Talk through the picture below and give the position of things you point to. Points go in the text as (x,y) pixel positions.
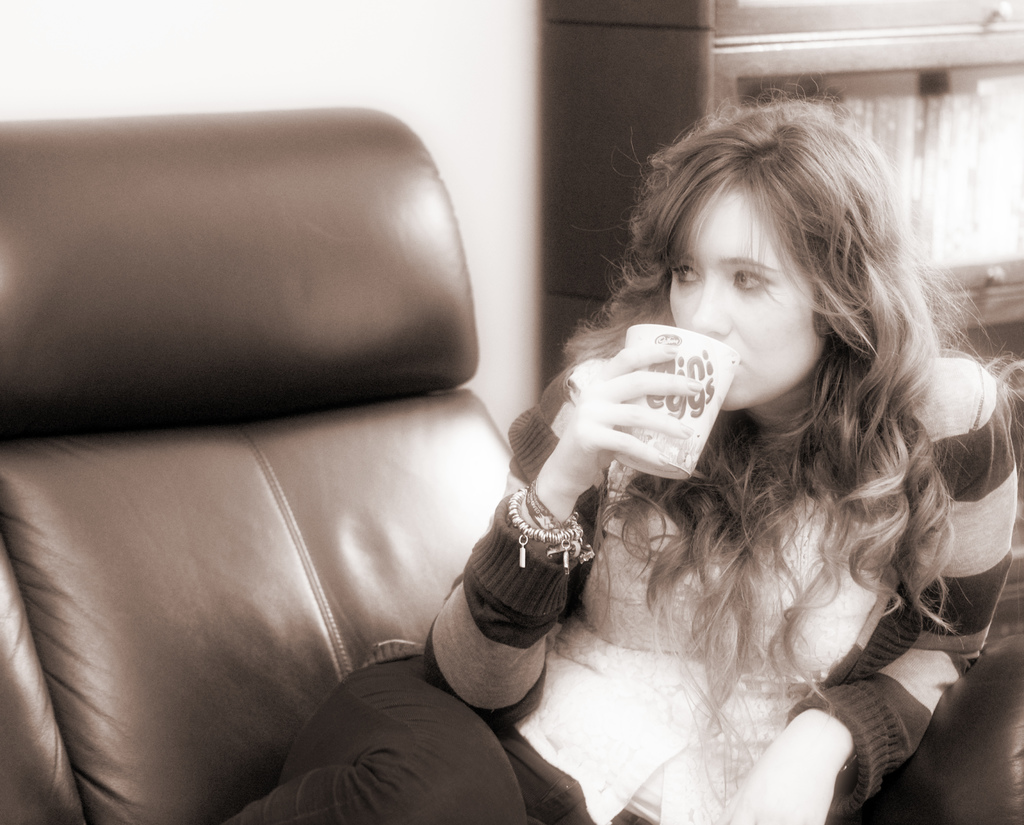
In the picture we can see a woman (479,642) sitting on the black color sofa (183,704) and leaning into it and she is drinking something holding a glass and behind her we can see a cupboard (954,244) with racks (743,93) and glass (992,76) to it.
